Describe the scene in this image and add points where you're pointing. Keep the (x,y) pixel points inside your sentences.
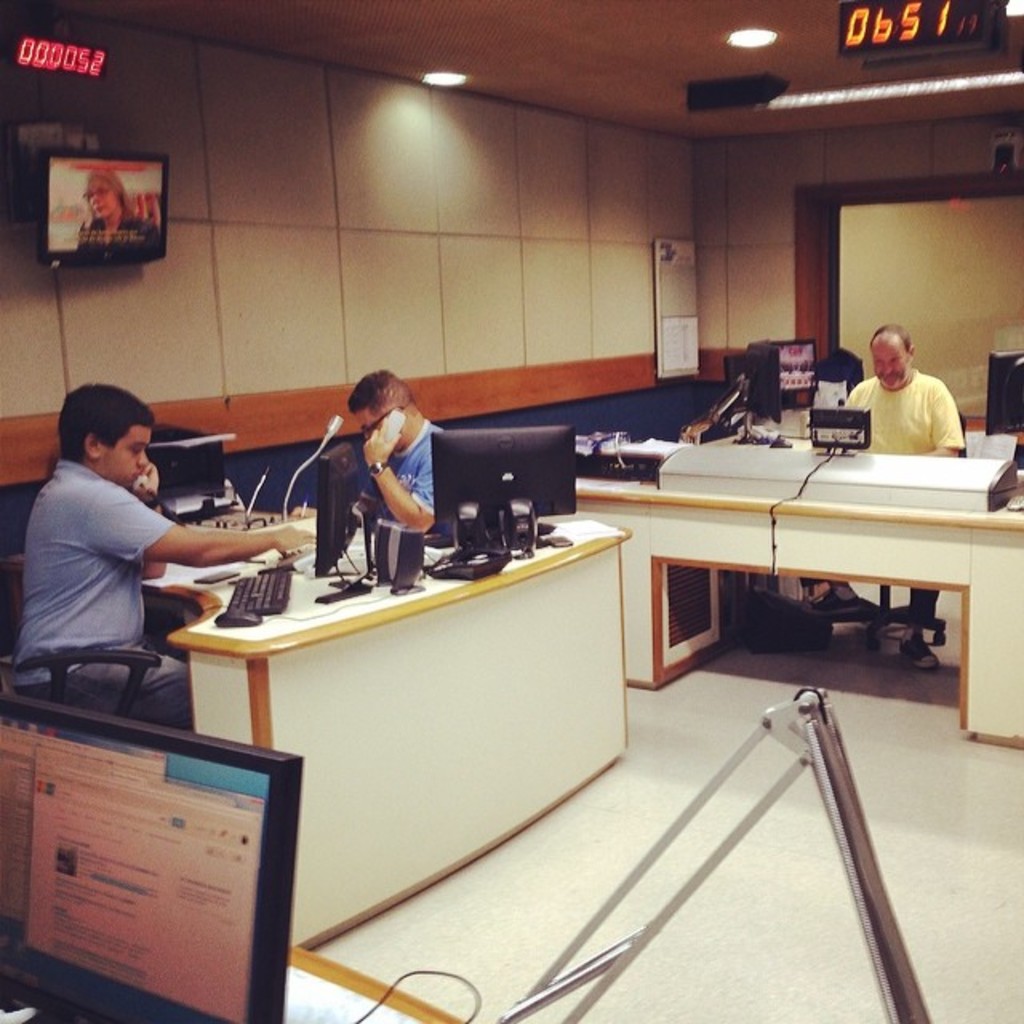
There are men (245,546) sitting at desk (338,570) and working with their desktops (442,456). There is a TV (95,246) onto the wall (193,263).
